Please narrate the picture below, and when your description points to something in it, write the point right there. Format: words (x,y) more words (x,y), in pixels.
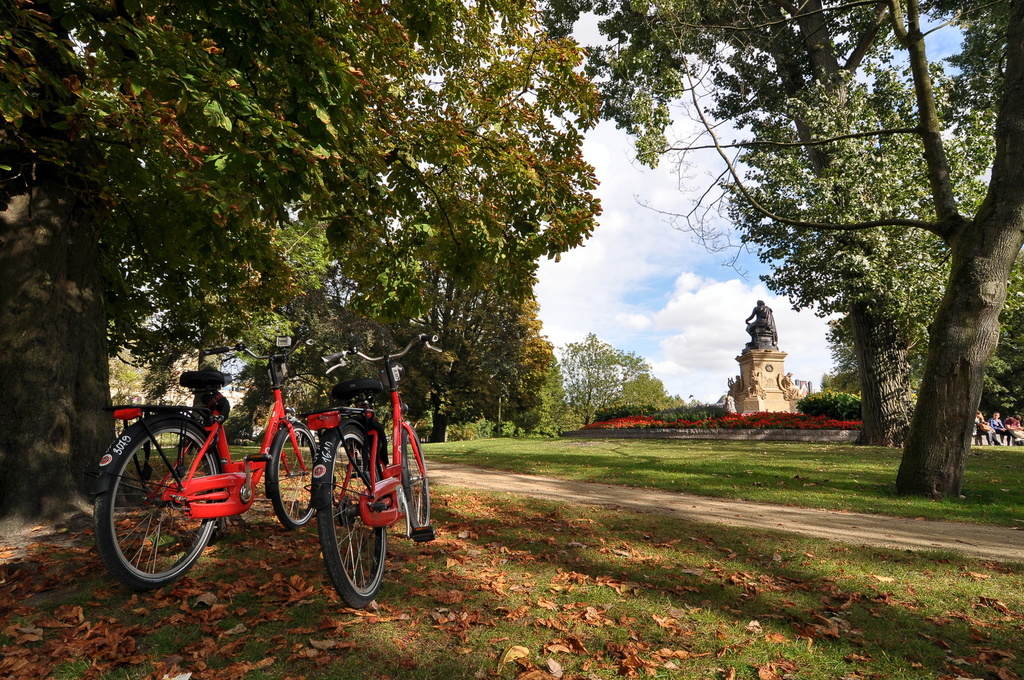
In this picture there are group of people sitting on the wall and there is a statue (745,370) and there are trees (940,304). On the left side of the image (330,549) there are bicycles (304,423). At the top (723,204) there is sky (635,207) and there are clouds (635,207). At the bottom (765,657) there is grass (646,451) and there are dried leaves (556,552) and there is ground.
